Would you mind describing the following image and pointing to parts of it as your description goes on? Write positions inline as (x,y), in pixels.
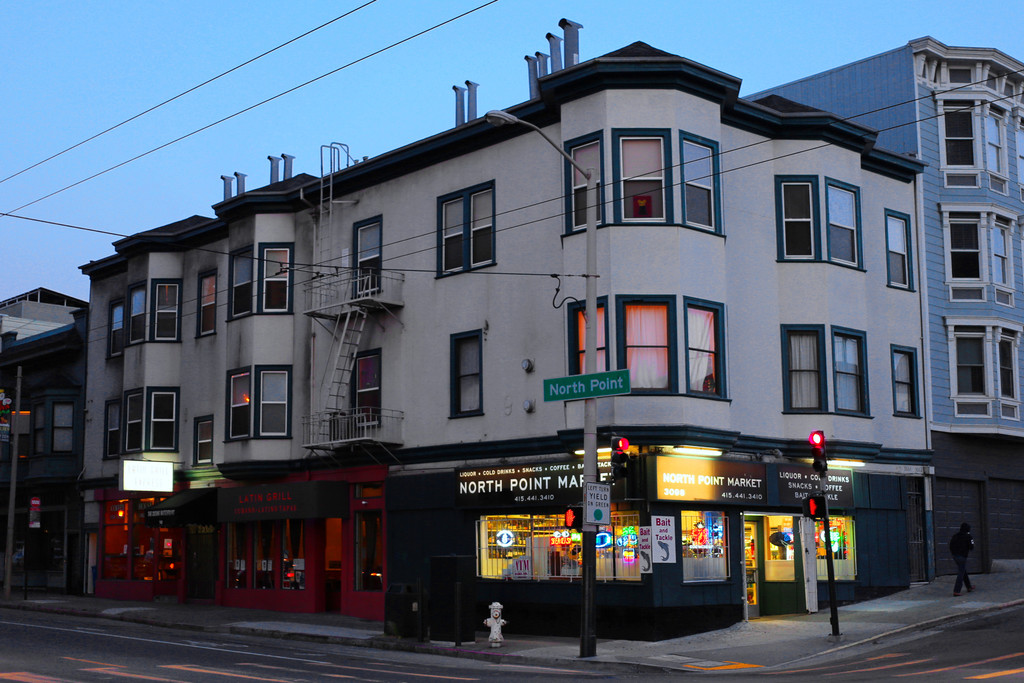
In the center of the image (411,350) there are buildings (767,363). At the bottom (266,651) there is a road (510,682) and we can see a hydrant (485,622). There are poles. At the top (206,117) there are wires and sky (210,100).
